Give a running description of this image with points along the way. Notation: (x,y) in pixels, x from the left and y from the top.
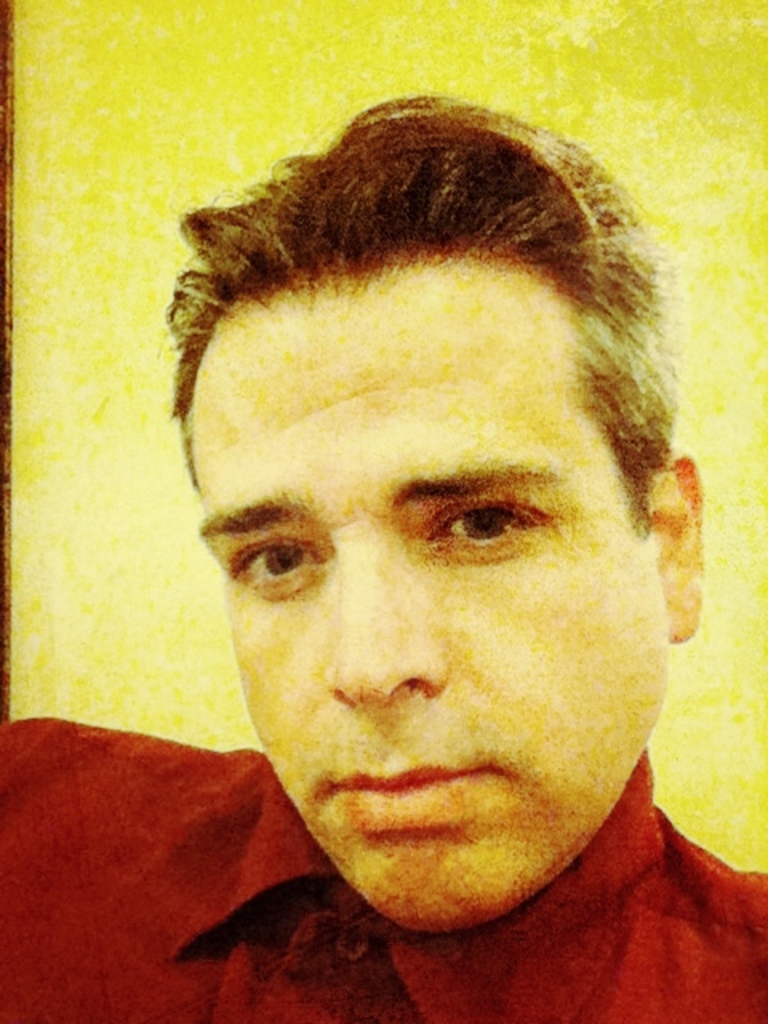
In this image we can see a person's face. In the background (470,63) there is a wall (693,177).
